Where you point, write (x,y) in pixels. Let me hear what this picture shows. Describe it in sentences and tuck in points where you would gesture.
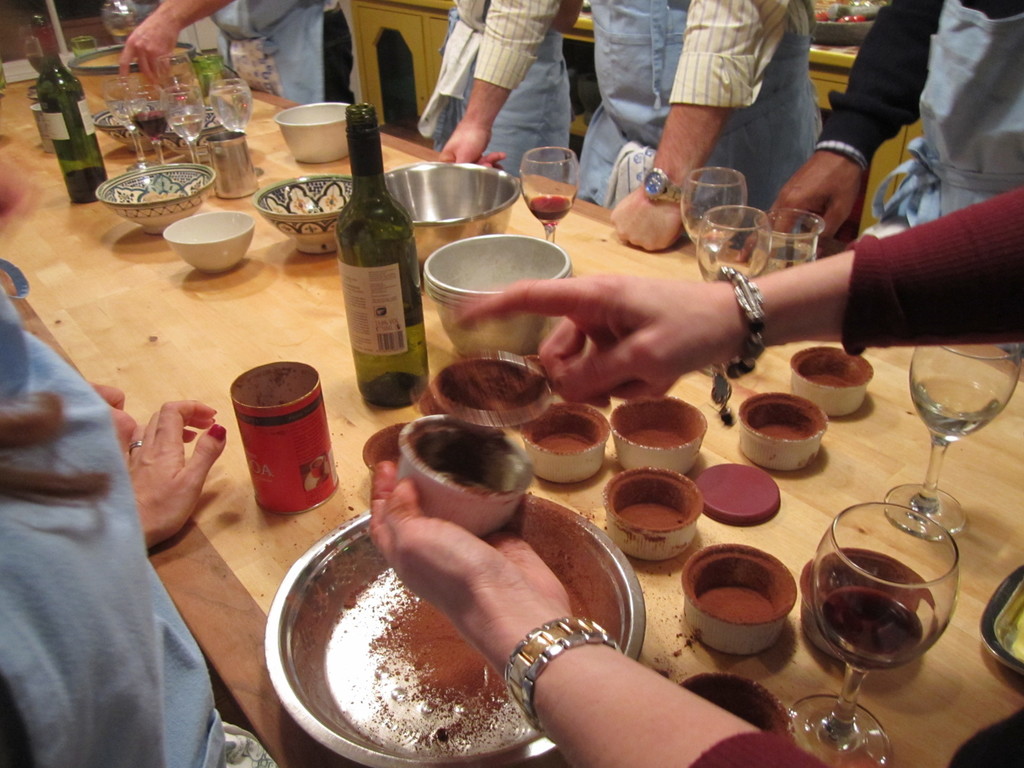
In this picture we can see a group of people (607,681) standing and in front of them on the table (114,154) we can see glasses (150,113), bottles (58,79), bowls (475,346) and in the background (387,13) we can see cupboards (369,46).
